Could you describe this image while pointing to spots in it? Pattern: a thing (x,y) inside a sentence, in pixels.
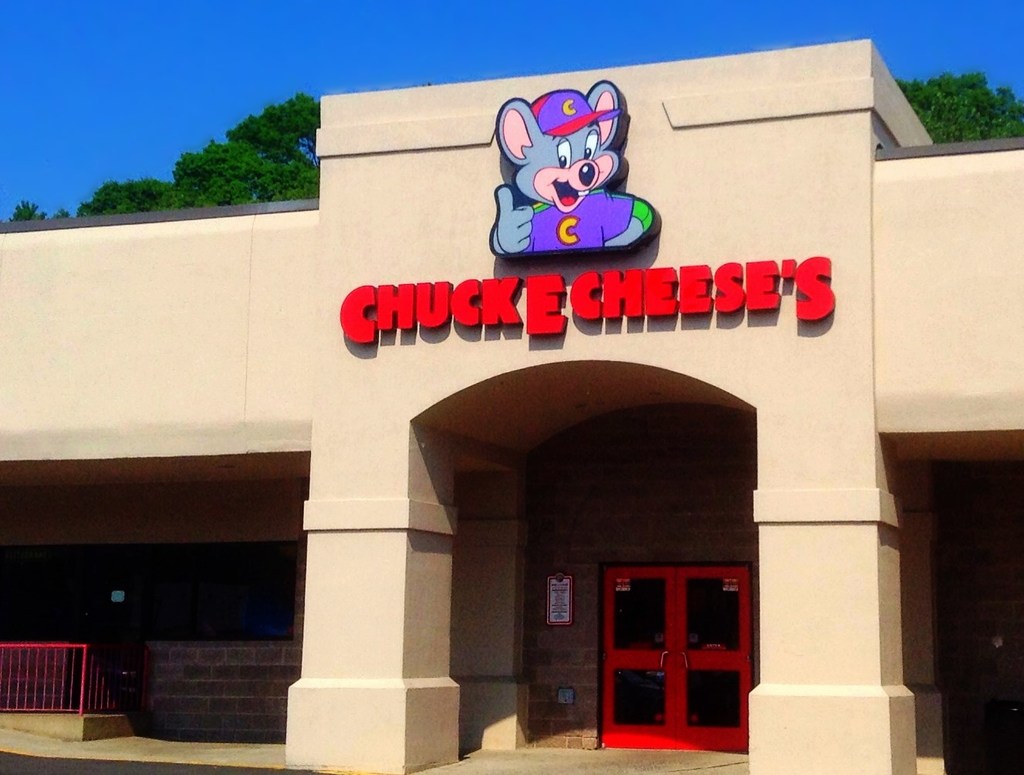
In the background (967,53) portion of the picture we can see a clear blue sky (722,33), trees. In this picture we can see a store (731,378). We can see there is something written on the wall (285,300) and a cartoon board (600,212). We can see a door (653,689) and a board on the wall (533,639). On the left side of the picture (65,652) we can see a railing (54,646).
